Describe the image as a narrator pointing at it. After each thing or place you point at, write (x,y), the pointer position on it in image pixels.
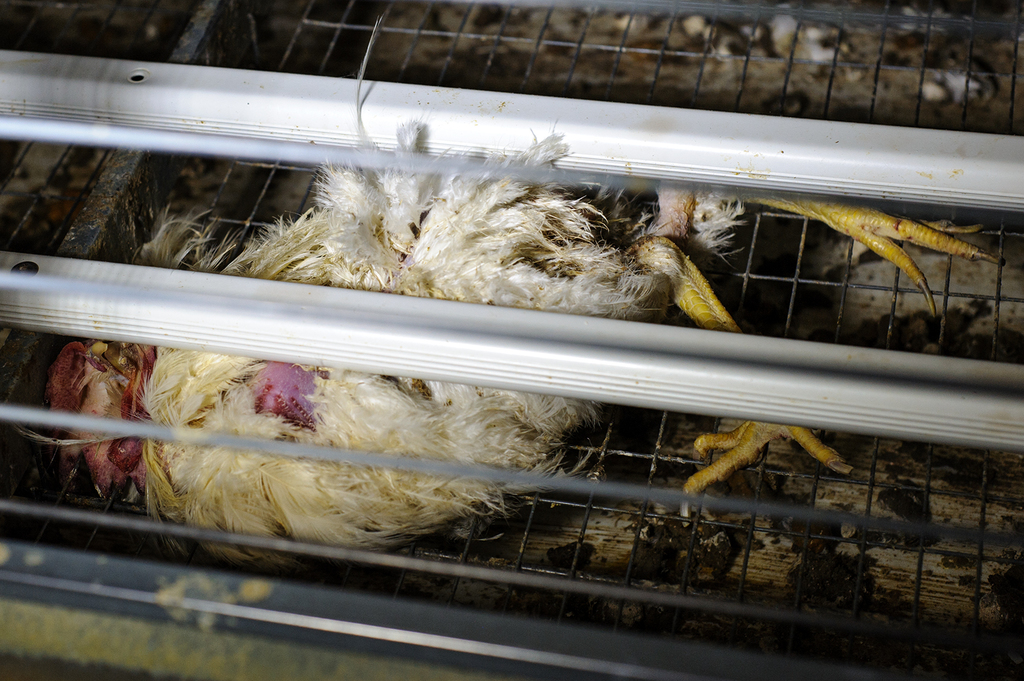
In this picture I can see hen (456,407) on the metal grill (570,64) and I can see metal rods (530,312).
